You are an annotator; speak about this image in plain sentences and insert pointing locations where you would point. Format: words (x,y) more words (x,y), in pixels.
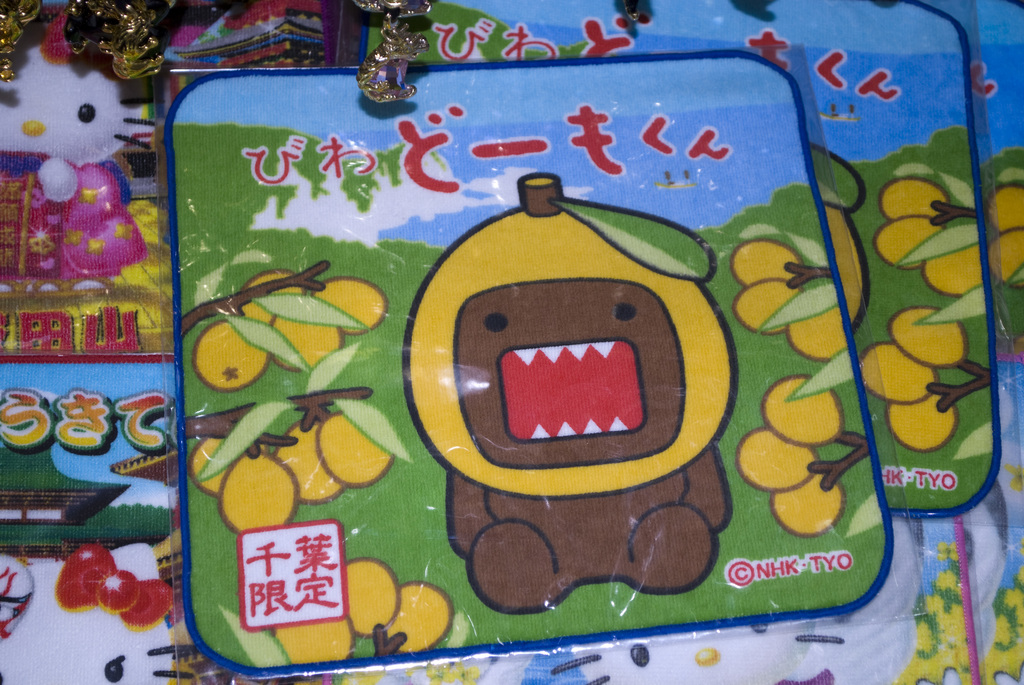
In this image I can see few sheets (576,378) in the plastic covers (517,389) which are colorful. I can see few gold colored objects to the top of the image (76,45).
